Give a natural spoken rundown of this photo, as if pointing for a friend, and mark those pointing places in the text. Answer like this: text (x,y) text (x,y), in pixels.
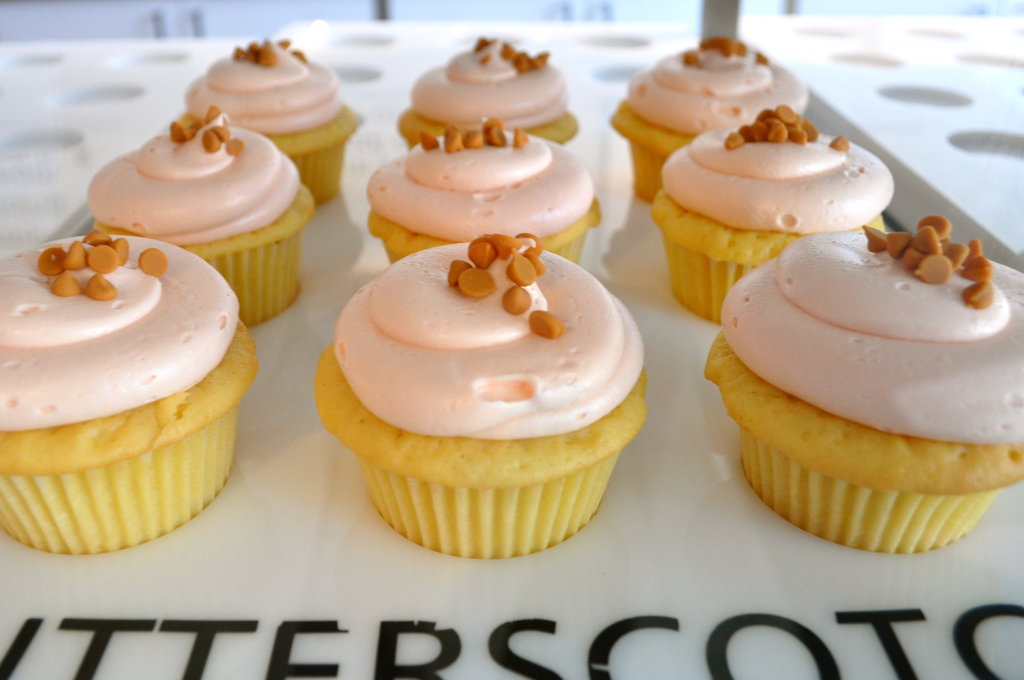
This picture consists of cupcakes (33,486), on top of cupcakes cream (836,344) and butterscotch chips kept and cupcakes (158,515) kept on tray (246,506) and on the tray (811,561) there is a text (8,675) written at the bottom (172,675) and there is another tray (988,92) visible on the right side (875,92) and on the left side (22,82).
